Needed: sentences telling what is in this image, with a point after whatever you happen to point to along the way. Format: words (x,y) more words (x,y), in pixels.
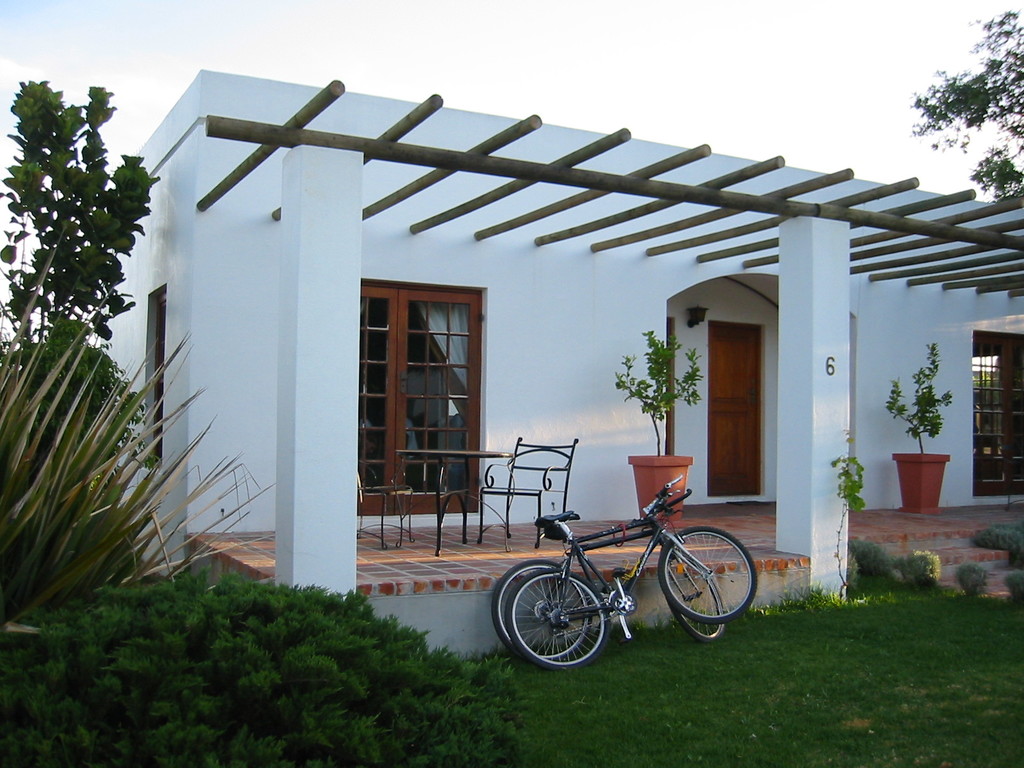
This image is taken outdoors. At the bottom of the image (706,681) there is a ground (825,665) with grass (710,689) and a few plants (158,647) on it. At the top of the image (169,54) there is a sky (96,20) with clouds (287,35). In the middle of the image (615,342) there is a house (269,337) with a few walls (615,372), windows (983,414), a door (722,360) and pillars (800,367) and there are two plants (625,390) in the pots (645,482). Two bicycles (568,569) are parked on the ground (616,638) and there is a table (445,495) and chairs (480,497). On the left side of the image (74,409) there is a tree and a few plants (118,527).
